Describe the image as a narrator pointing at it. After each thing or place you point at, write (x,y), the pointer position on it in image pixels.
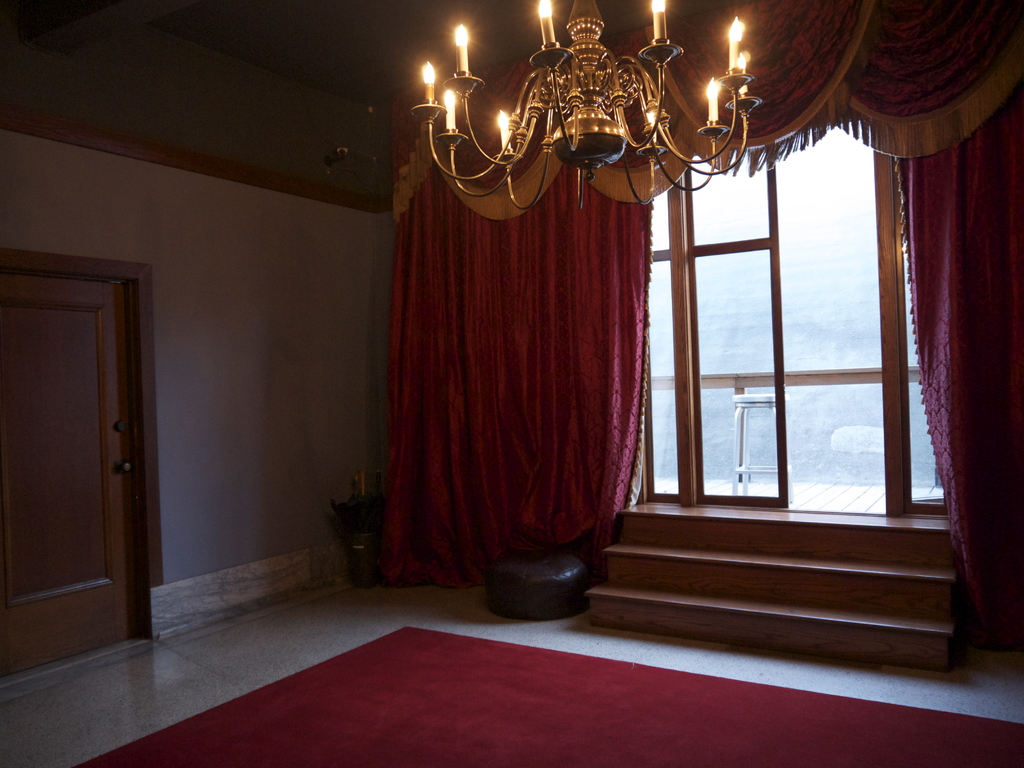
This is a picture inside of a room (839,727). In this room (635,720) there are curtains (524,233), a chandelier (734,122), lighted candles (738,61), red carpet (441,702), doors (117,573), steps (839,628) and objects (534,587). Lighted candles (463,53) are on the chandelier (638,144). Through the glass door (754,455) we can see a stool (750,396) and glass railing (872,396).
